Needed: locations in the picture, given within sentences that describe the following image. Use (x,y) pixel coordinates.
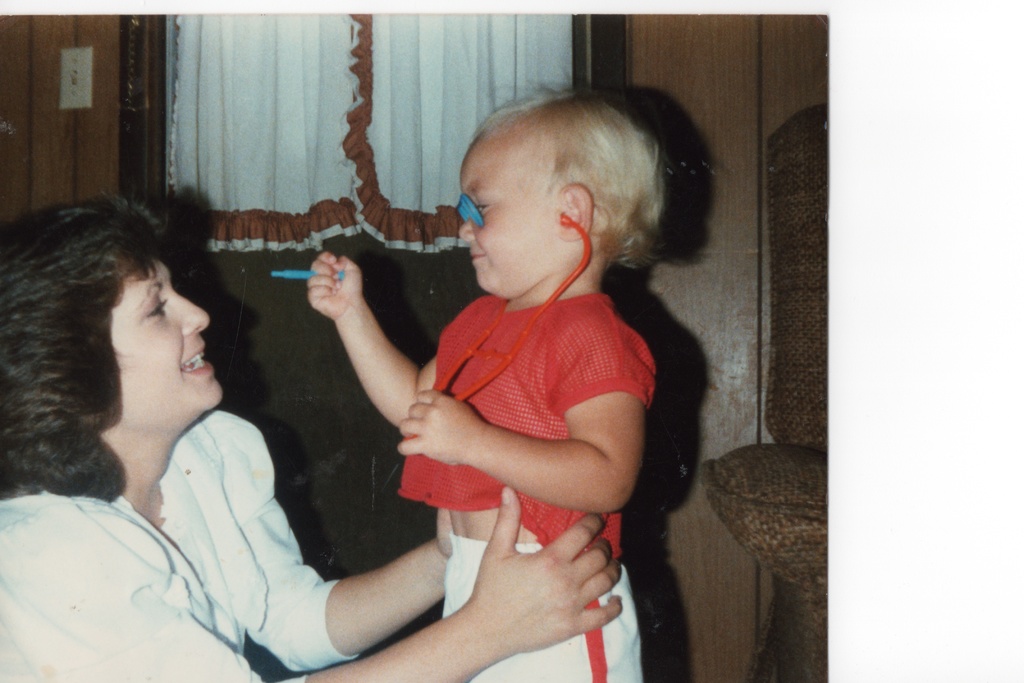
In this image, we can see a lady (269,558) holding a kid (553,416) and the kid (554,478) is wearing glasses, a stethoscope (505,301) and holding an object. In the background (243,137), there are curtains (258,146) and we can see a board (72,108) on the wall (64,121).
